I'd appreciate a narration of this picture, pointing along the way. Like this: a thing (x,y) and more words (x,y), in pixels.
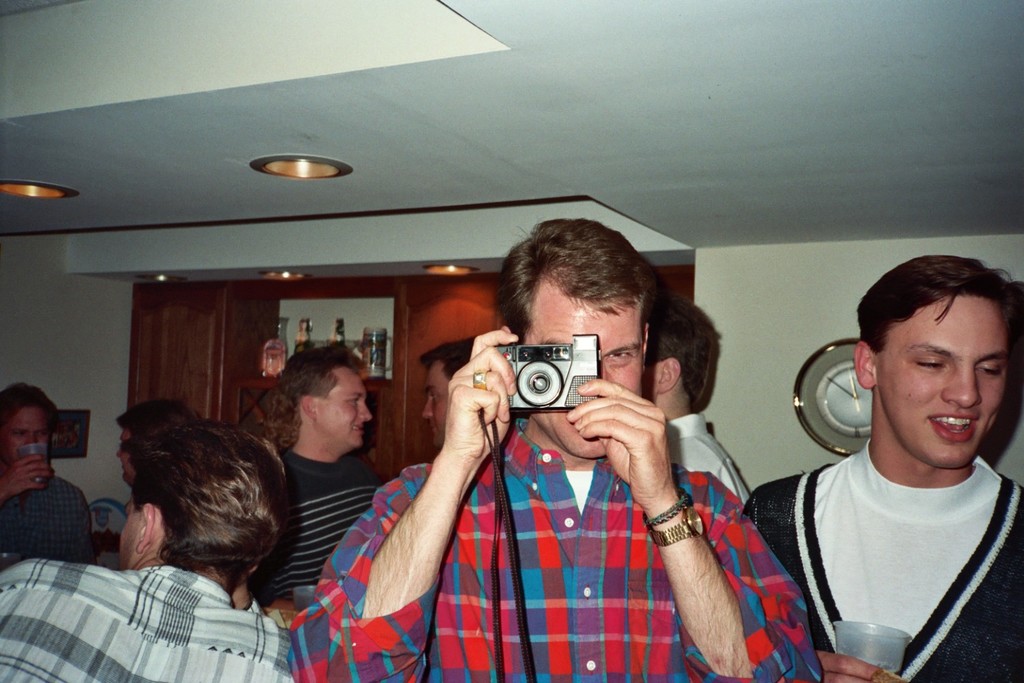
A group of men (413,509) in a hall (220,342). Of them a man (549,430) is taking a picture with a camera (555,363).
